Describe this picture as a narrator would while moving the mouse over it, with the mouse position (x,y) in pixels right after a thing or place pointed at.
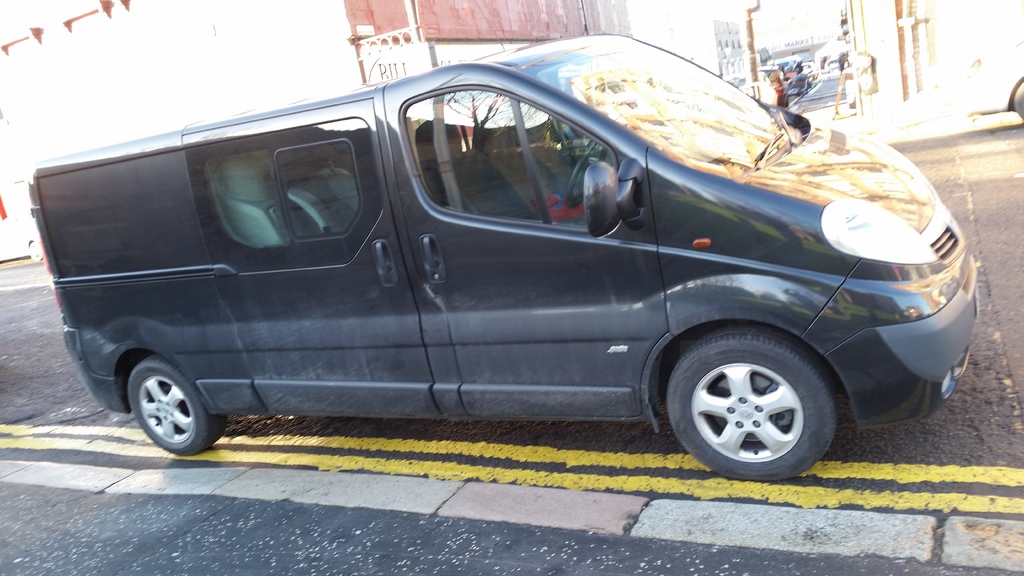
In this image, we can see some vehicles (521,90), buildings (956,40) and a board (394,66) with some text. We can see the ground (508,551) with some objects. We can also see some objects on the top left corner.
